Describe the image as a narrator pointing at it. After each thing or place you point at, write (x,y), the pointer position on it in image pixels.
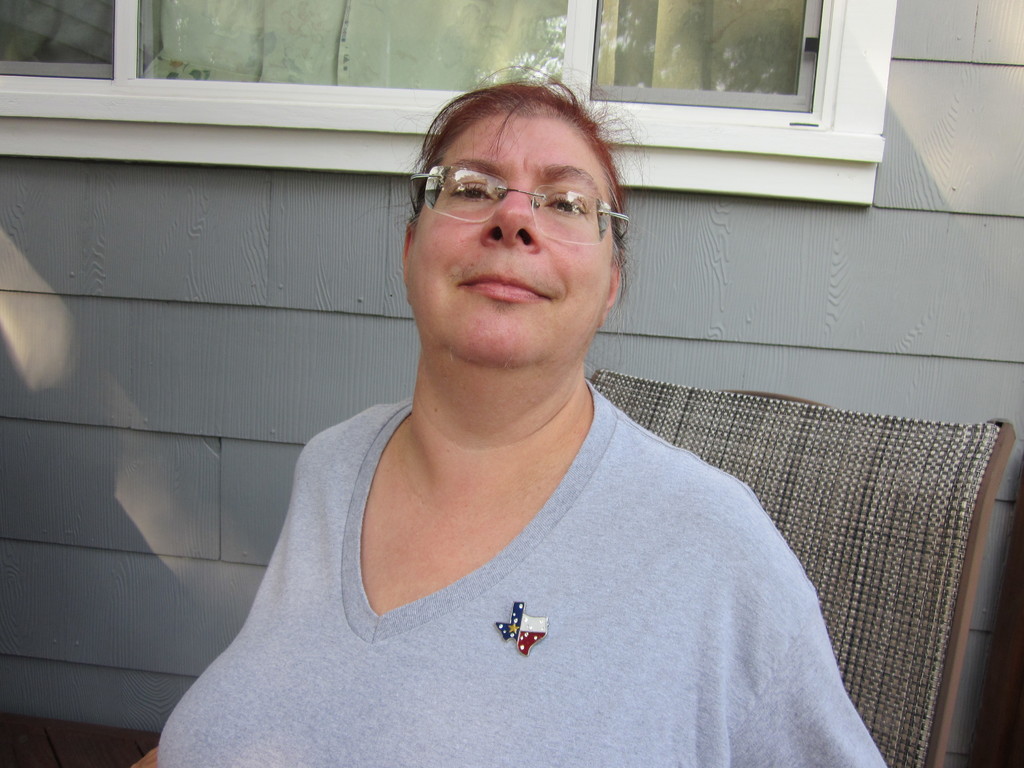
In this image in the front (553,527) there is a woman (547,614) sitting on chair (805,509) and smiling. In the background (309,144) there is a wall (342,199) and there is a window (582,19).
